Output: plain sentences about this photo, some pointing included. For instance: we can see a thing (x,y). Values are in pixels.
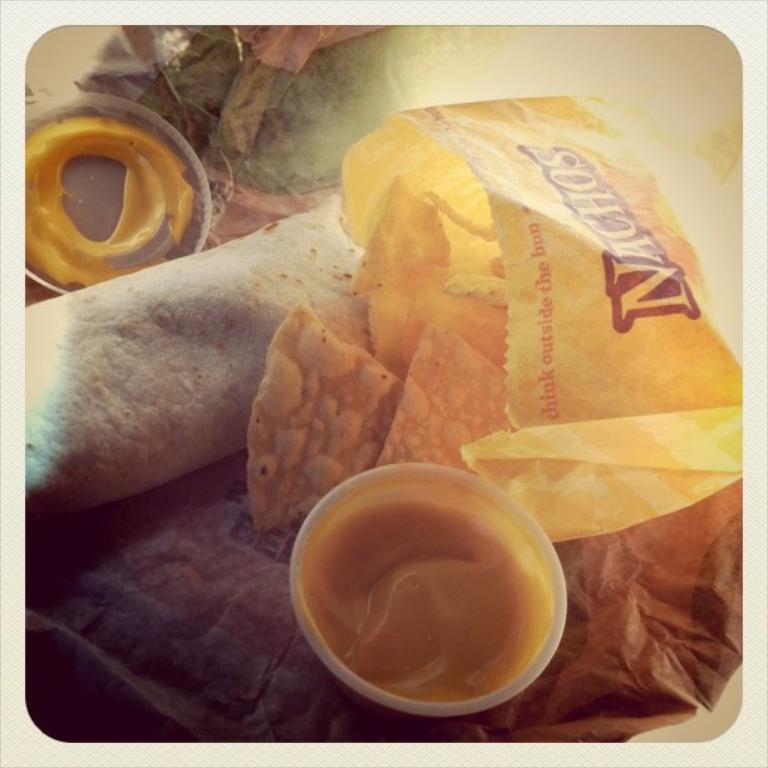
In this picture we can see a bowl (377,491), papers (523,474), food items (328,436), lid (109,109) and some objects (162,104).
